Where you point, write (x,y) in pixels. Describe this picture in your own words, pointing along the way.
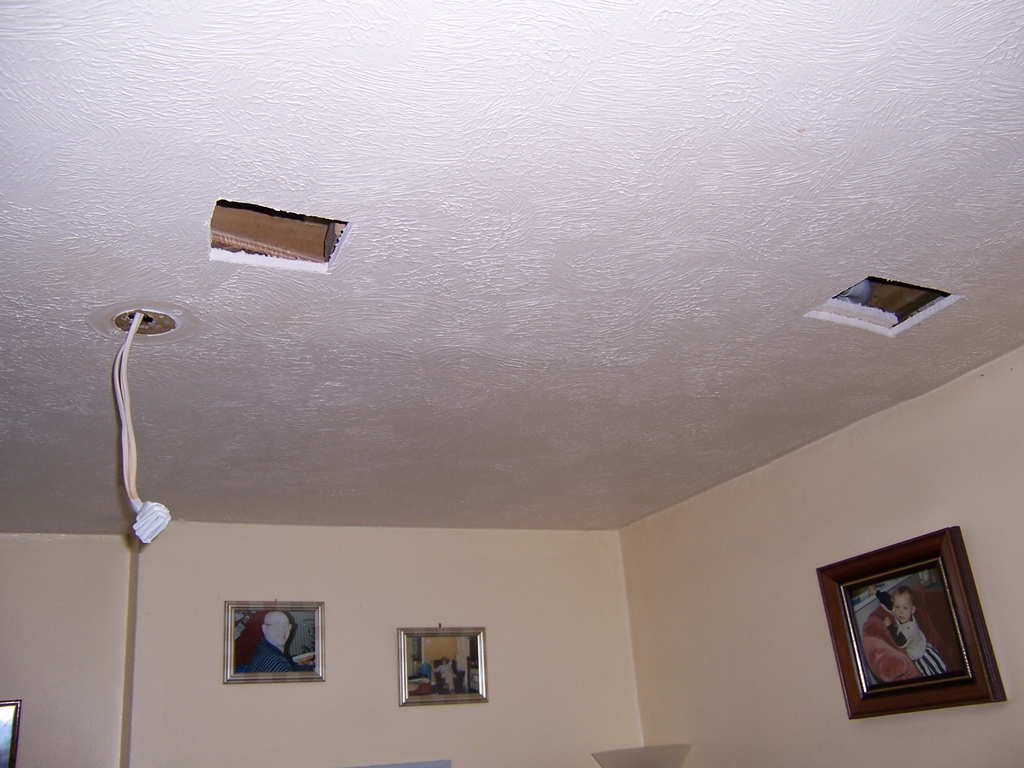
This image is taken inside a room (930,288). In the background of the image (352,597) there is a wall (466,618) on which there are two photo frames (319,636). At the top of the image (405,70) there is a ceiling (658,102).
